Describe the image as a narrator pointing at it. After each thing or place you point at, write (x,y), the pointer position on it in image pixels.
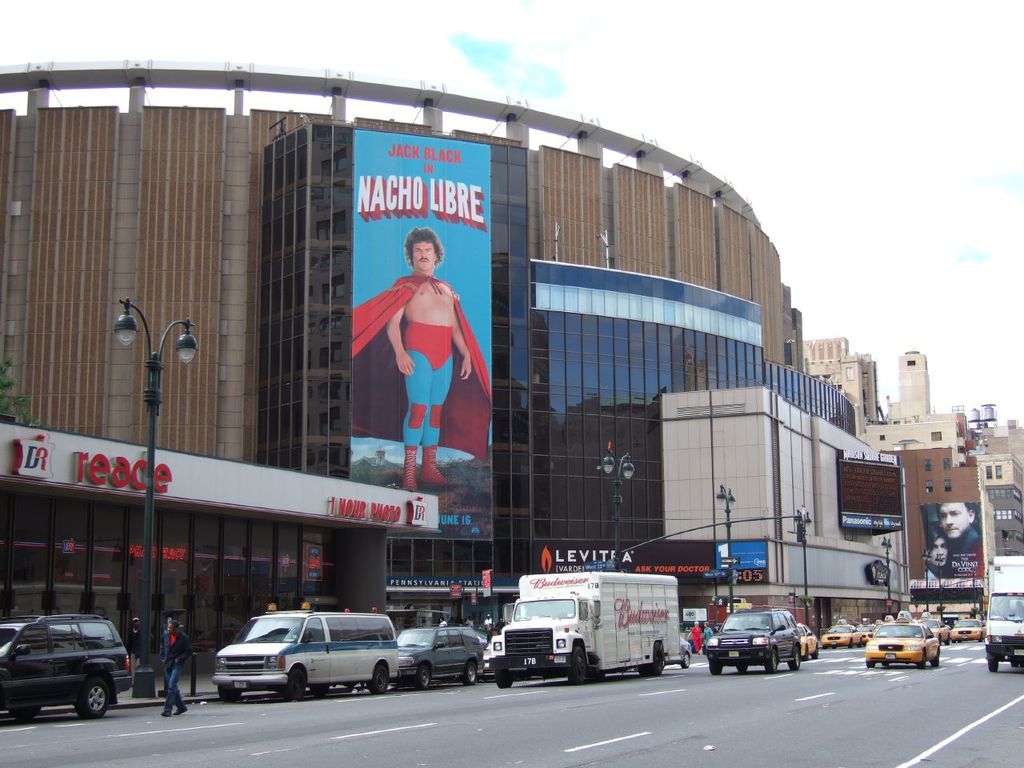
In this image there are buildings (270,364), in front of the buildings (687,588) there are vehicles (1004,648) moving on the road (401,702), people (136,620) are walking, poles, street lights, few boards (197,499) with some images (931,506) and text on it and in the background (936,239) there is the sky (888,190).
